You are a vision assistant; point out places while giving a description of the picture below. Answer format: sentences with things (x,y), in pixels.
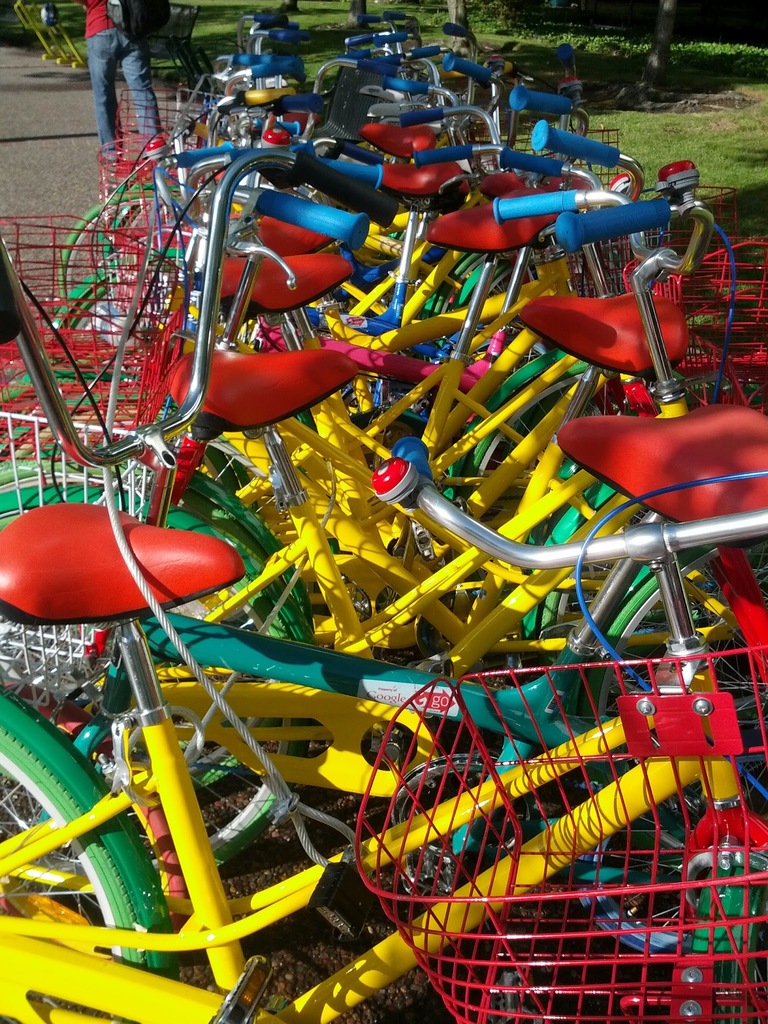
In this image, we can see so many bicycles (300,593) with basket (429,735) and rope (159,607). Top of the image (81,101), we can see a human (100,76), backpack (145,18), road (52,174), grass (645,142) and few plants (480,18).
